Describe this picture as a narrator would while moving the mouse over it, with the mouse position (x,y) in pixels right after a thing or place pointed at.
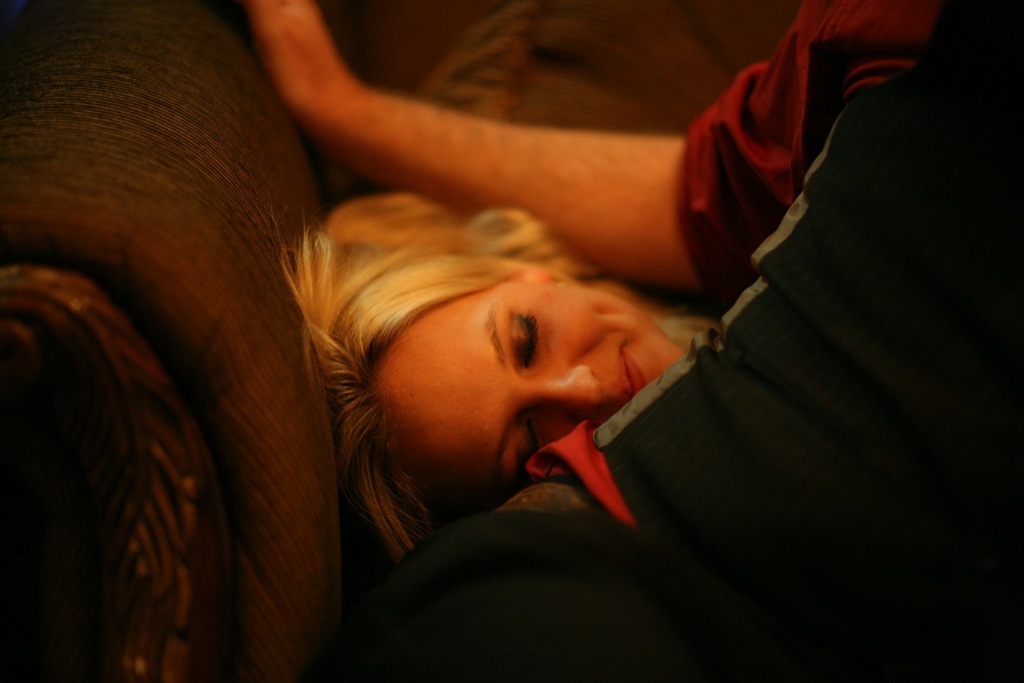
In this image we can see a woman (590,381) lying on a couch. We can also see a man (803,482) sitting beside her.
